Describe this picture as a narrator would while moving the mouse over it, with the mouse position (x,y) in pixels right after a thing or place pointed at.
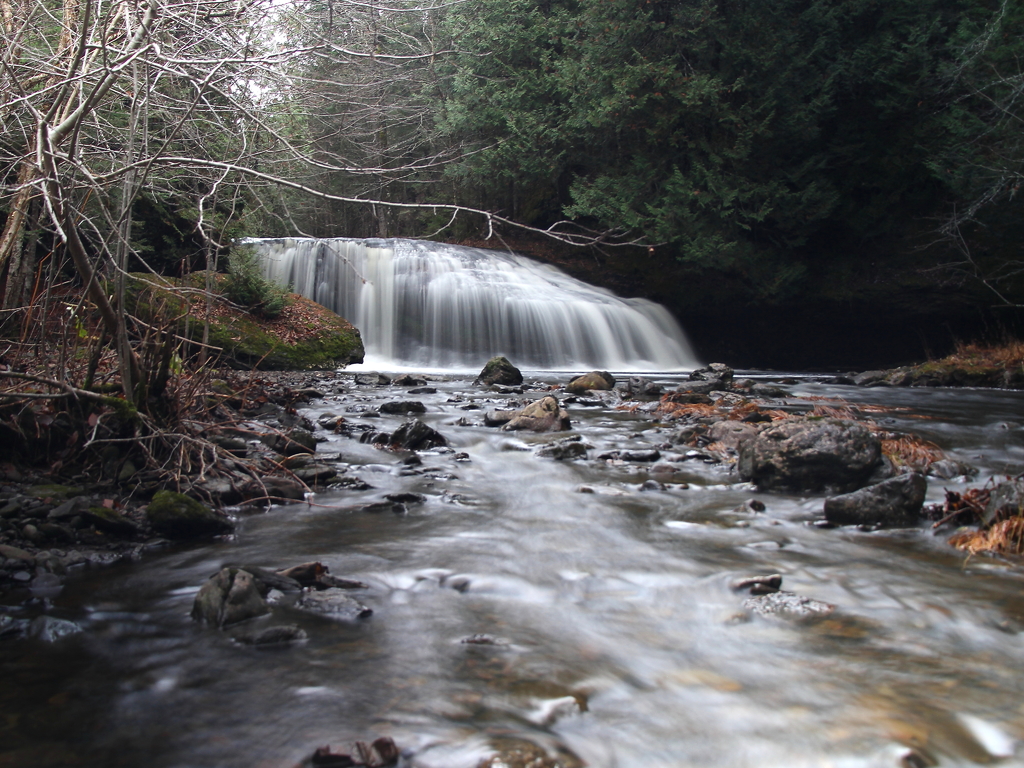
In this image there is a waterfall (461,332) in the middle (478,310). At the bottom (627,585) there are stones (305,584) on which there is water (547,559). On the right side (784,206) there are trees (694,159) around the waterfall (543,294).
